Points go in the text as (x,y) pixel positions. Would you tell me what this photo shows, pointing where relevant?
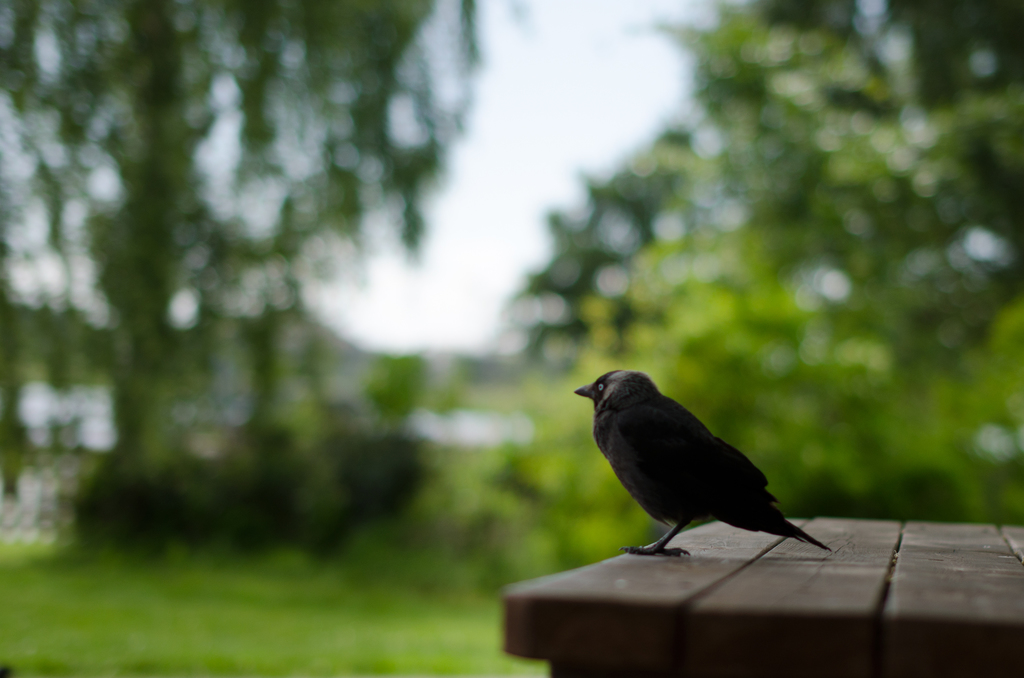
In this image there is a bird (679,451) on the wooden surface (759,588). Background (218,514) there are plants (318,524) and trees (912,376) on the grassland (287,610). Top of the image (506,97) there is sky (503,106).
